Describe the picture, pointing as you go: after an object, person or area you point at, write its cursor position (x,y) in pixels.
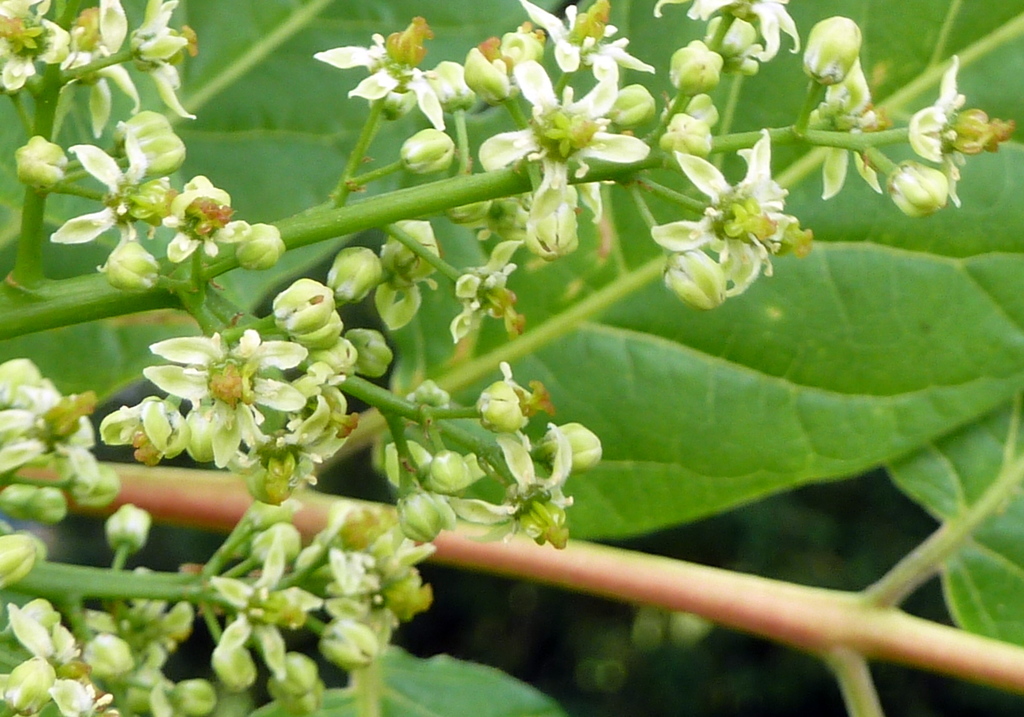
In this picture we can see flowers (241,459), buds (120,534), stems (411,462) and green leaves (943,486).
